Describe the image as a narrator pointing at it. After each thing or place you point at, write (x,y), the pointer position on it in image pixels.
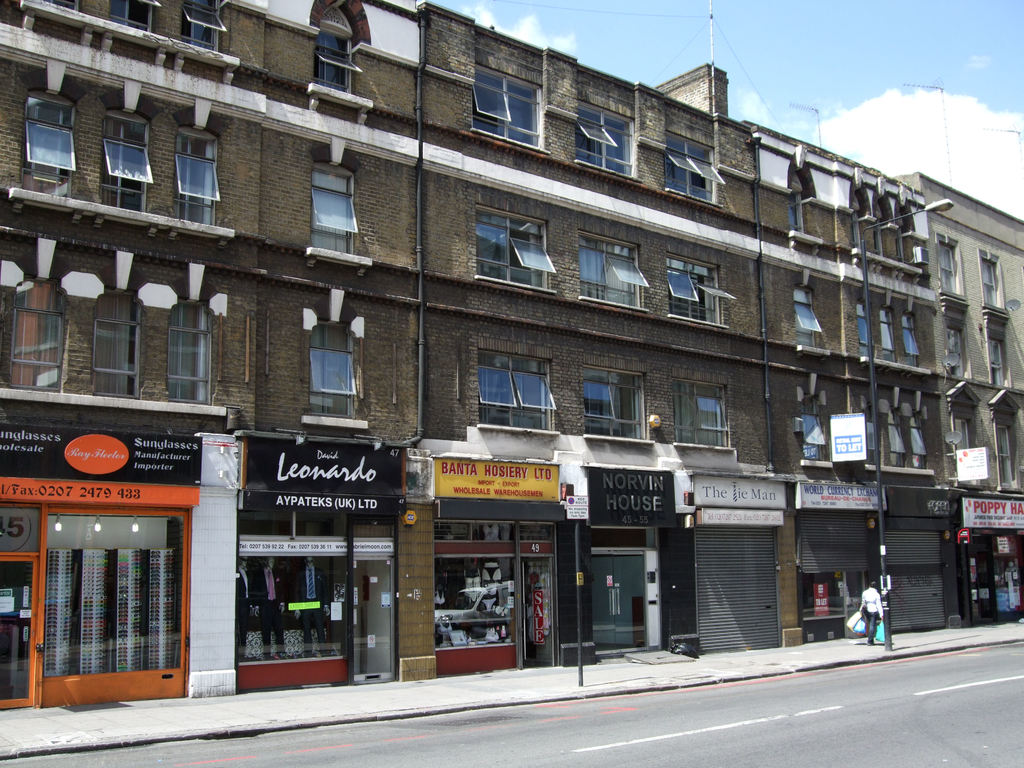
In this picture I can observe building (406,454). In front of the building (786,421) there is a road (696,724). In the background (861,78) I can observe clouds (870,103) in the sky (813,45).
